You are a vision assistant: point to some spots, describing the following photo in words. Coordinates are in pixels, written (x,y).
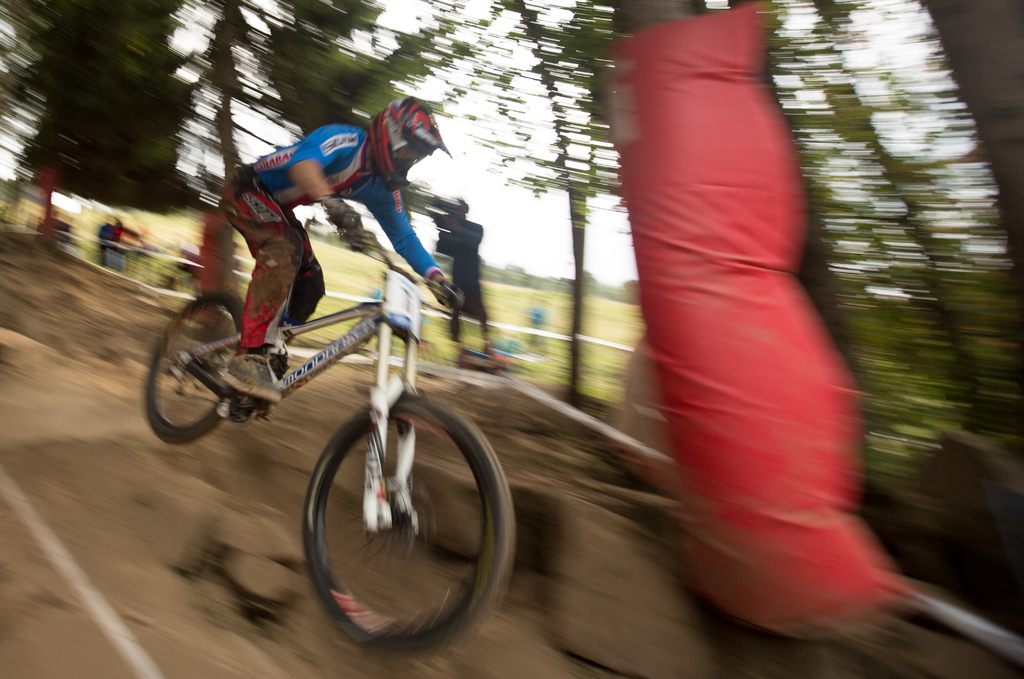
Here a man (254,389) is riding a cycle (250,402), he wore blue color t-shirt (341,168).
